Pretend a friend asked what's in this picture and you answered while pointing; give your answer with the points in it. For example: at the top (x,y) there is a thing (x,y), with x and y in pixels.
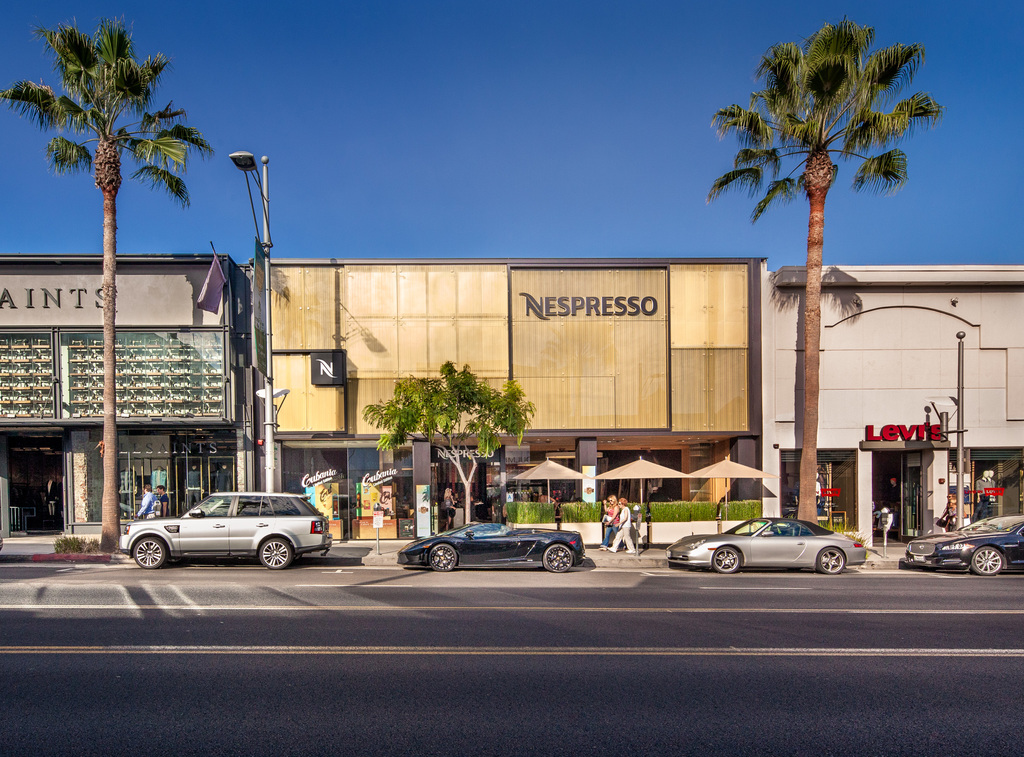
In this image there are stores (898,284). There are trees (814,517). There is a streetlight (266,485). There are cars (266,498) on the road (671,568). There are people (626,501) walking. At the top of the image (497,91) there is sky (395,95).
